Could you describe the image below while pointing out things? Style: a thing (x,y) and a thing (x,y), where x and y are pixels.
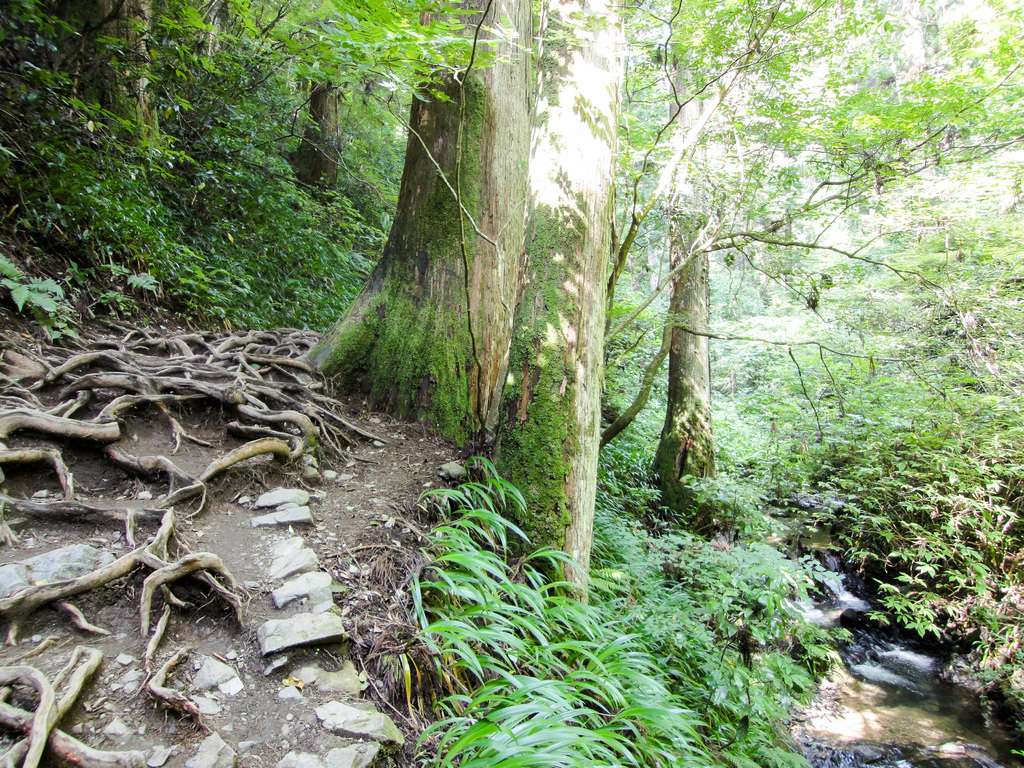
In this image we can see trees (451,272) and plants (982,406) on the ground (359,565) and we can see roots (206,574) of trees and stones (222,668) on the left side (190,565). On the right side (830,570) we can see water (867,637) is flowing on the ground (874,624).
